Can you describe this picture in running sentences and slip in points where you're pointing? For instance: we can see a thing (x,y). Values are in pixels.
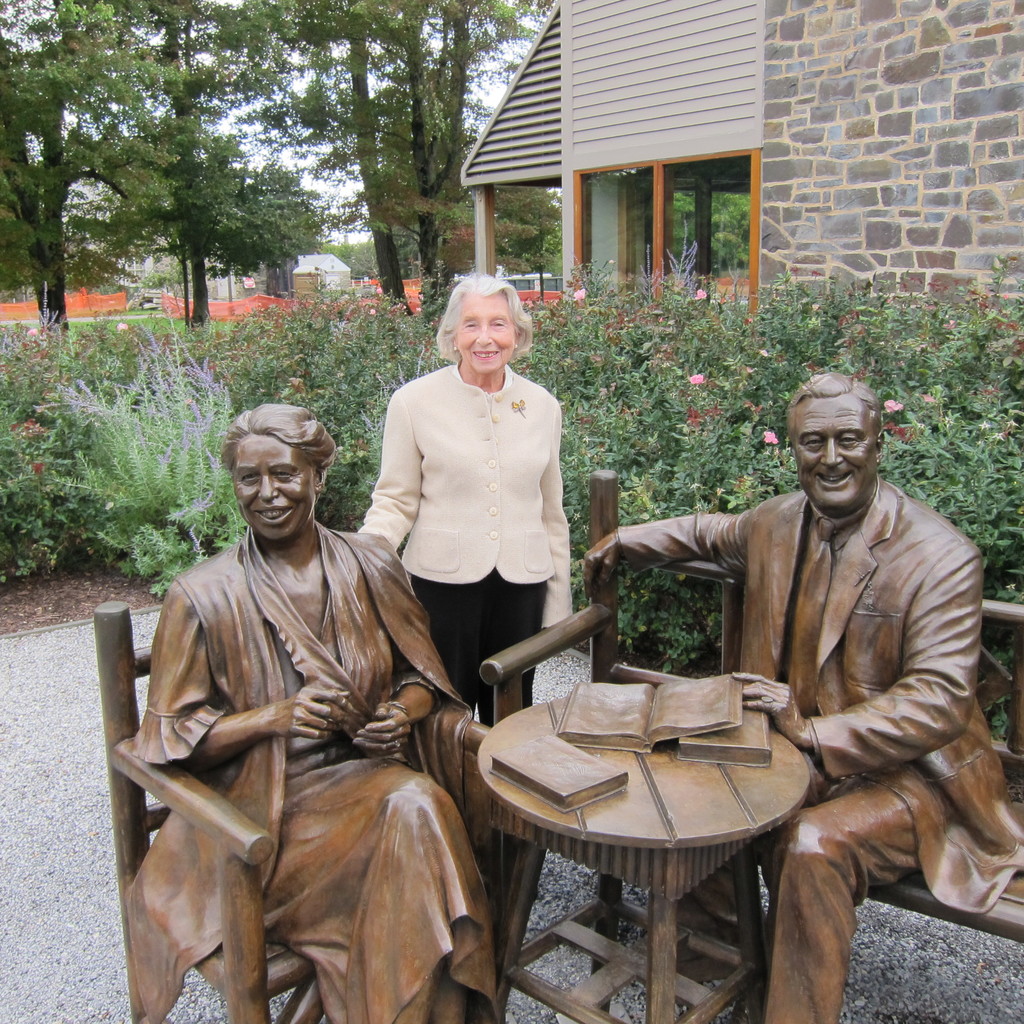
In this picture there are two statues (361,673). A lady (296,723) in a chair (233,864) and a man (809,673) on the bench (920,892). In front of them there is a table (709,798). On the table (669,758) there are some books (580,752). In between these two statue (337,633) there is a women (502,480) standing and she is smiling. Behind her there are some plants (701,370). And to the right side (816,195) there is a house (775,201). In the background (431,143) there are some trees (234,137).
